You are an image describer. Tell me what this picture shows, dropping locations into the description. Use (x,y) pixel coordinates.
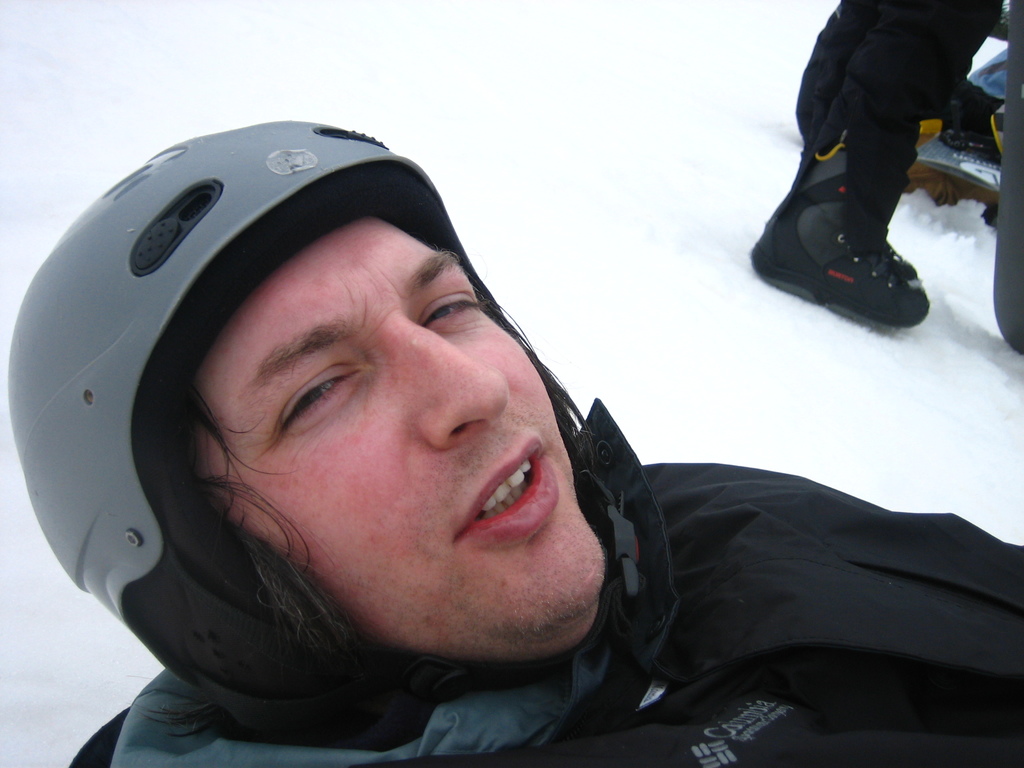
In this image there is a person (333,477) wearing a helmet (434,685) and black coat (696,702). At the right top of the image (911,98) there is a person (880,103) wearing shoes (853,218) on snow (577,272).
